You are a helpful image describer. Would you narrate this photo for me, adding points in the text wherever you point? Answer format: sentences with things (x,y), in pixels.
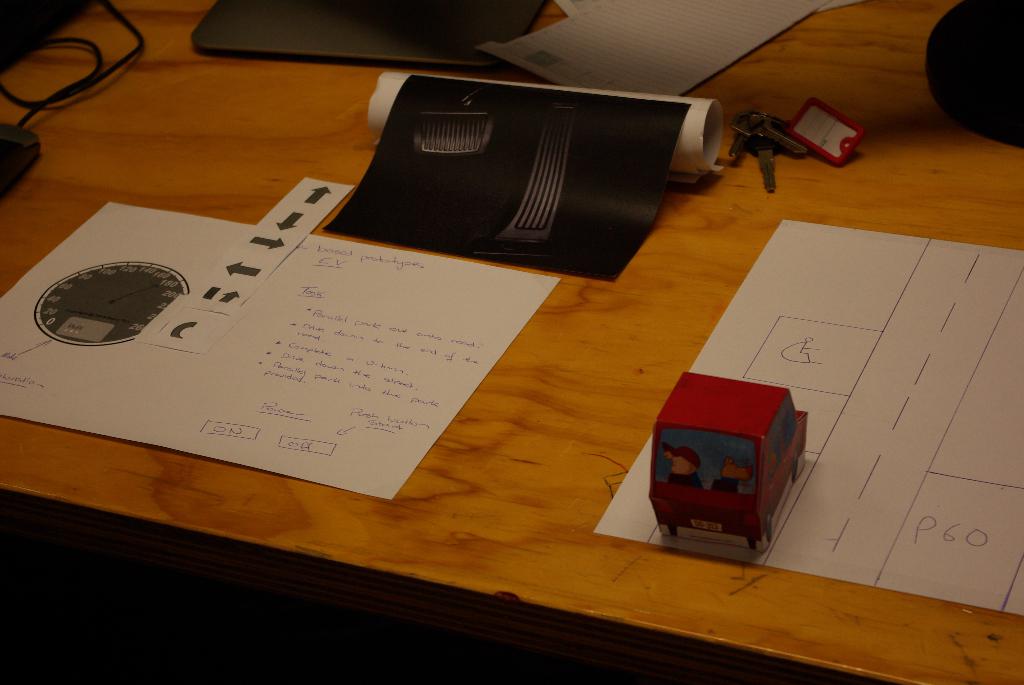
In the middle of the image (525,410) there is a table (239,124), On the table (120,84) there is a paper (314,304). On the table (511,72) there is a chart (679,102), Beside the chart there are some keys (833,159). At the top of the image (510,5) there is something. Bottom right side of the image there is a toy car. Top left side of the image (120,15) there are some wires (94,82).
